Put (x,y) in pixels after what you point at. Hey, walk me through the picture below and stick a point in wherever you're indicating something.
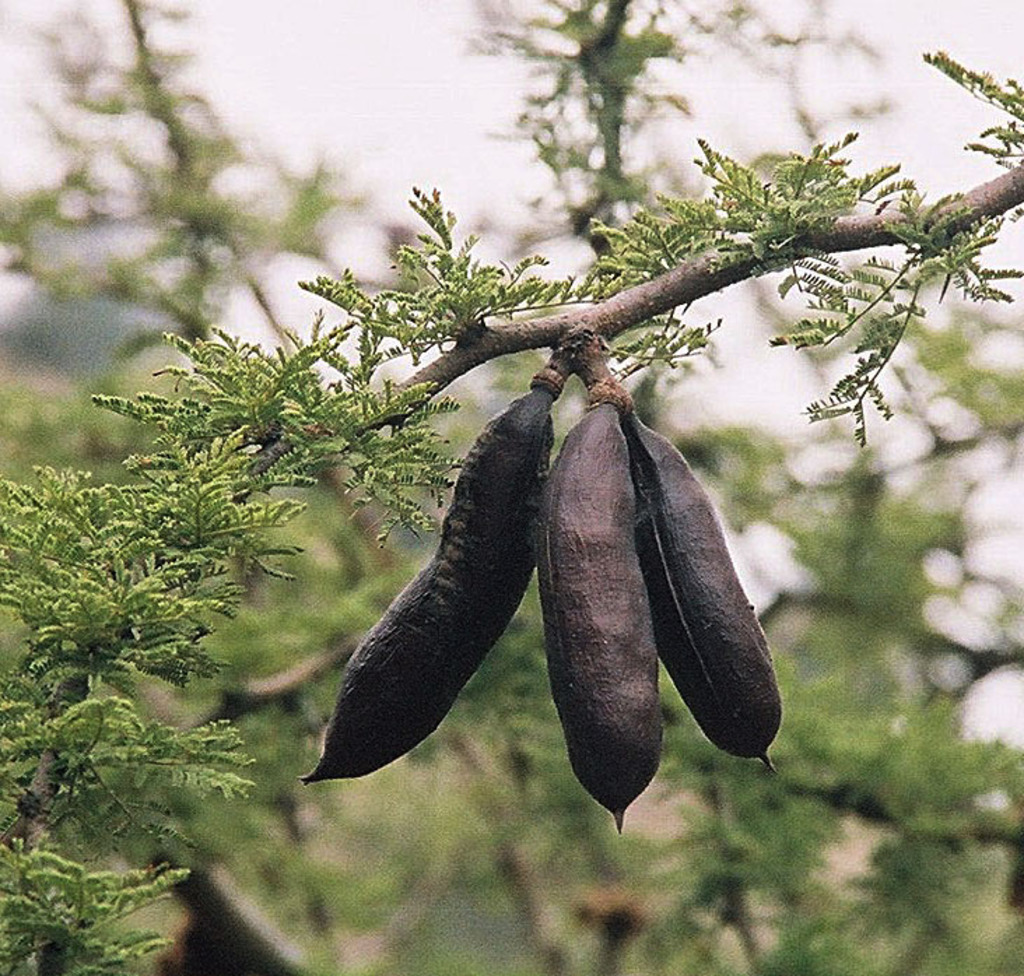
In this image I can see three black colored fruits (512,595) to the tree (609,231) which is green and brown in color. I can see the blurry background (595,242) in which I can see few trees (437,540) and the sky (474,115).
